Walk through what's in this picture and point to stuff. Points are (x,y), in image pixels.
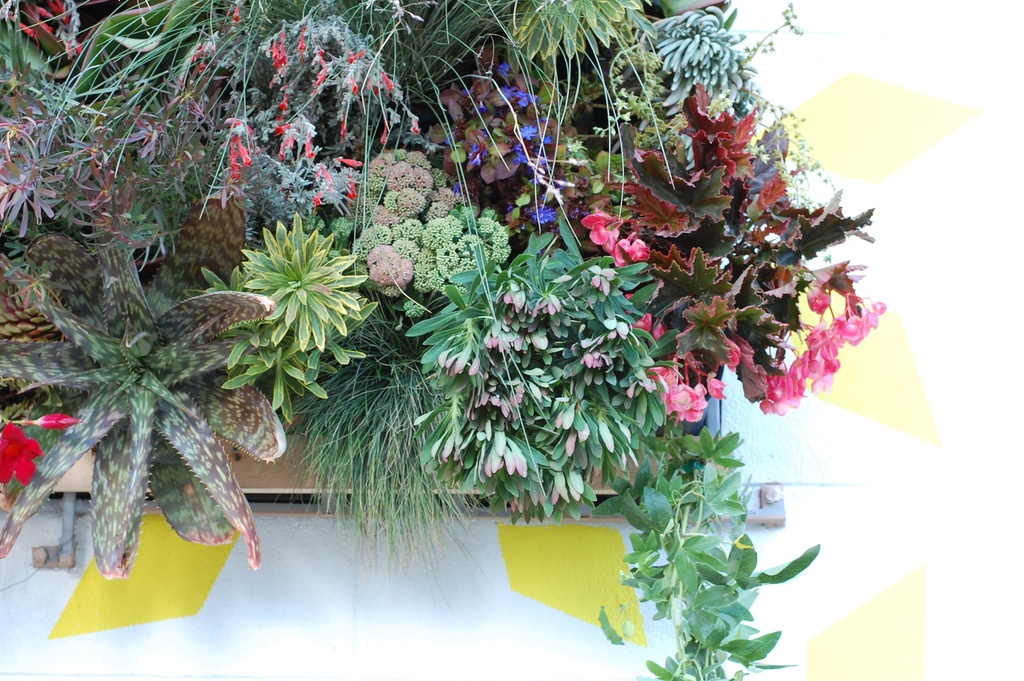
In this image, we can see plants (561,233) and flowers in the flower pot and at the bottom (394,587), there is wall (894,254).
